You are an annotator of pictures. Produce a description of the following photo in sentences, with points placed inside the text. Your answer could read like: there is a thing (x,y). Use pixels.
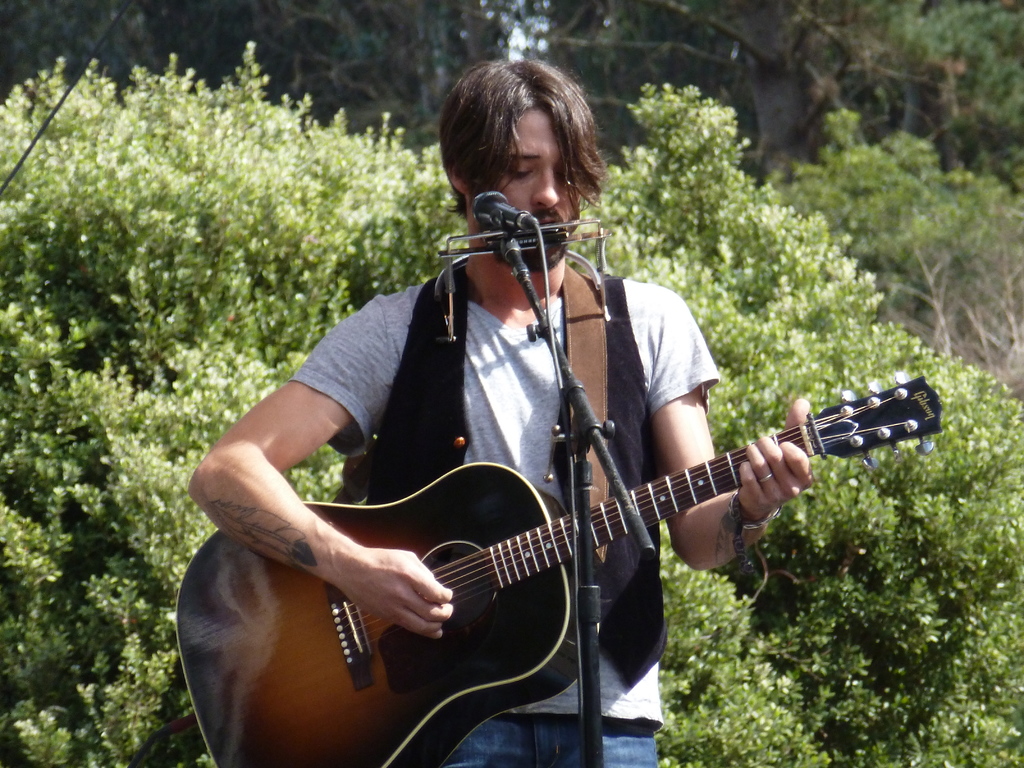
In this image i can see man (516,460) holding a guitar (482,562) and playing and singing in front of a micro phone (511,217) at the back ground (830,225) i can see a tree (718,404).
